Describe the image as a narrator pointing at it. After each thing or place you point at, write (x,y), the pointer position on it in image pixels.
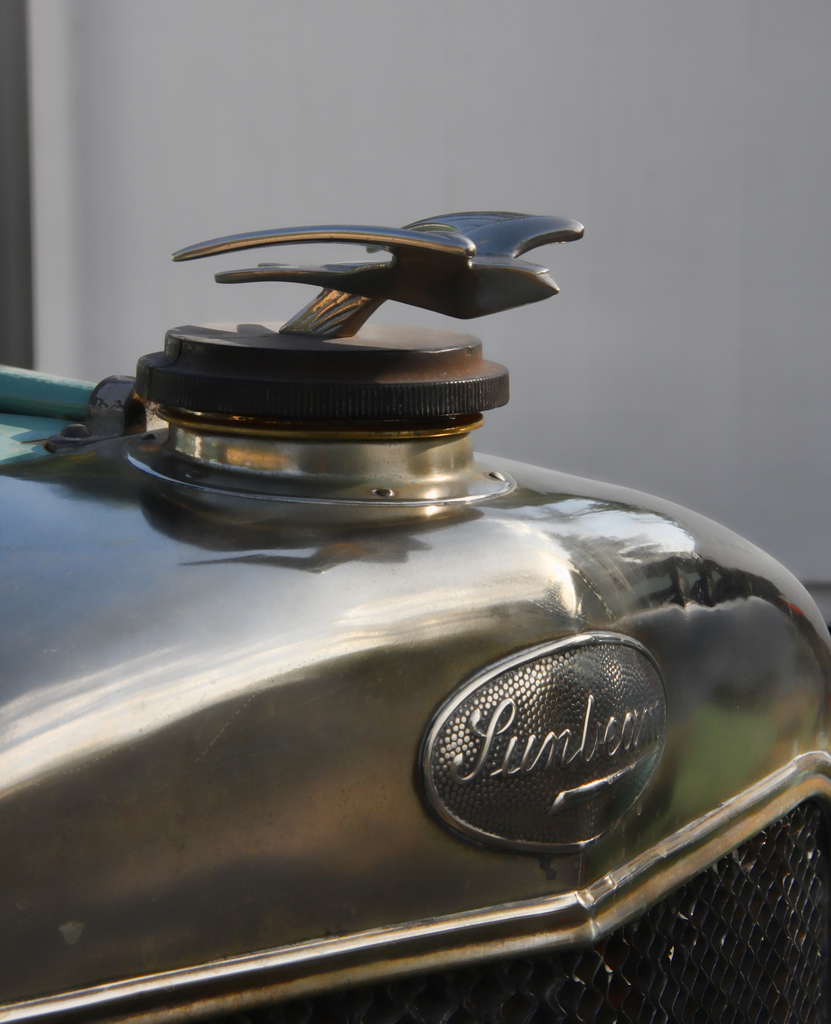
In this image, here is a front part of the car (254,807).
